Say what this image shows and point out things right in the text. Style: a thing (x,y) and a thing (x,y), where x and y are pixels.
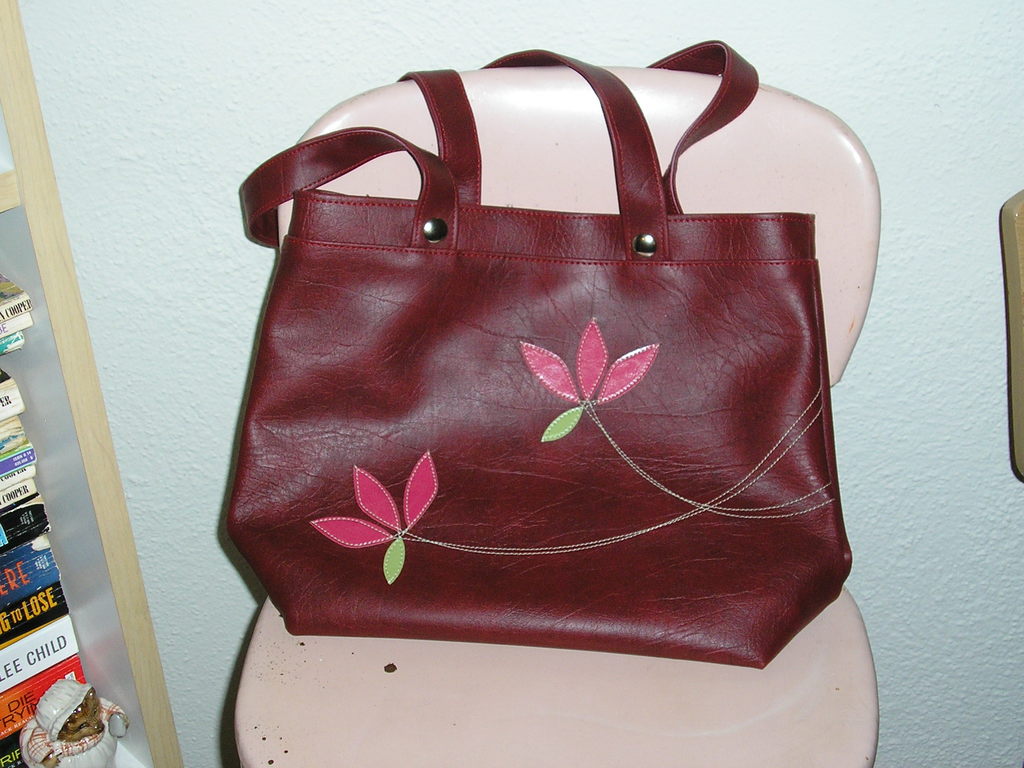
There is a brown color bag (647,367) designed with two flowers (327,523). And this is on the chair (655,697). On the left hand side (5,304), there are some books (11,615) in the bookshelf (79,543). On the right hand side (1010,286), there is a chair (1018,276). In the background (753,52), there is a white color wall (398,45).
